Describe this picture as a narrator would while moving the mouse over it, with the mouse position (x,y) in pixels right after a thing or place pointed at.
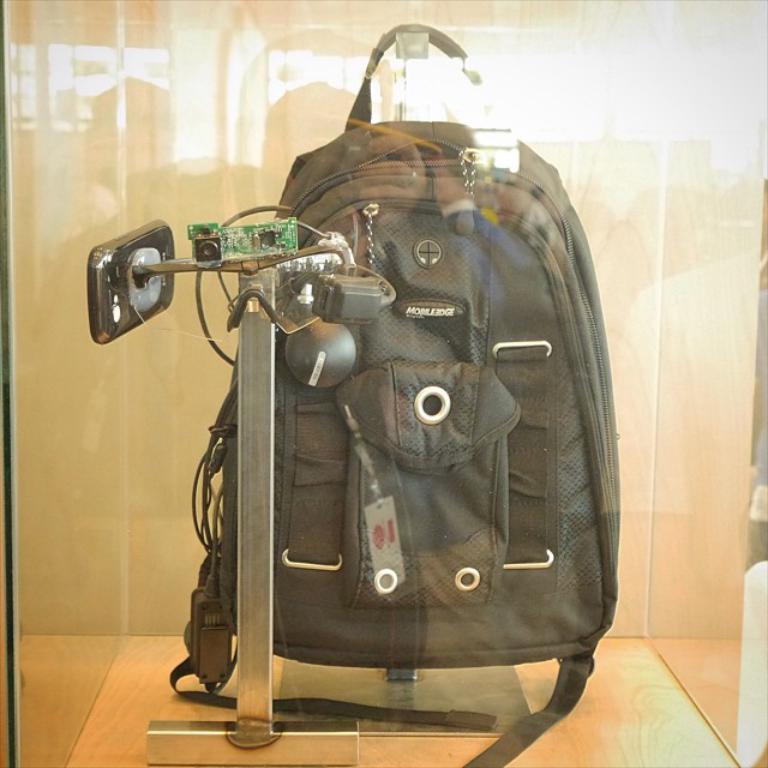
There is a bag (377,395) hanging to a metal rod (258,413) placed in a glass box (96,590).
